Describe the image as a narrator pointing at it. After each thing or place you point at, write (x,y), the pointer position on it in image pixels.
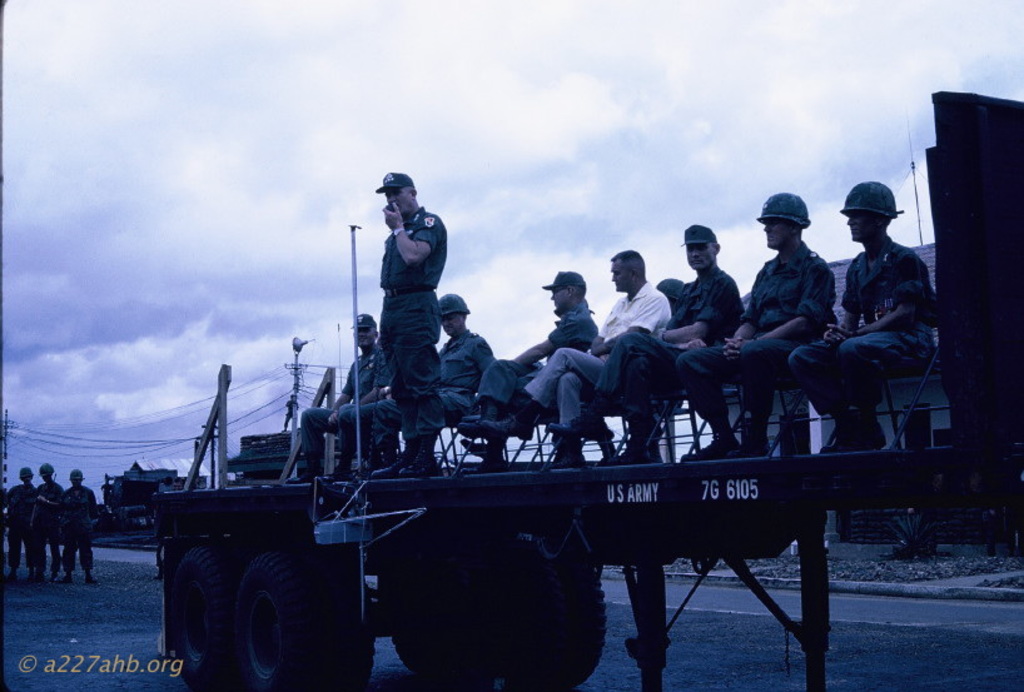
Here we can see few persons (569,393) on the vehicle (476,629). There are poles (194,477), houses (819,418), and three persons (63,535). In the background (158,263) there is sky (526,184) with clouds (106,201).
